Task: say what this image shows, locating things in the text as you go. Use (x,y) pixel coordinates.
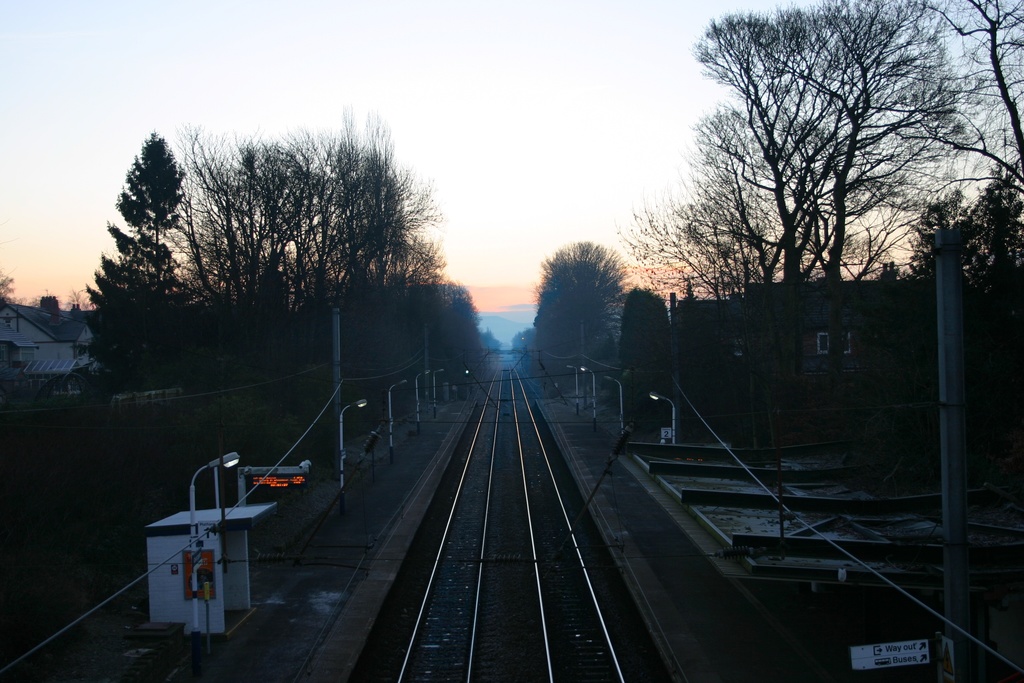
In this image we can see railway tracks (558,581), platform (649,584), light poles (217,480), wires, pole (963,606), shed (215,589), LED board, trees (208,295) and houses (19,337) on either side and the sky (619,147) in the background (553,203).
